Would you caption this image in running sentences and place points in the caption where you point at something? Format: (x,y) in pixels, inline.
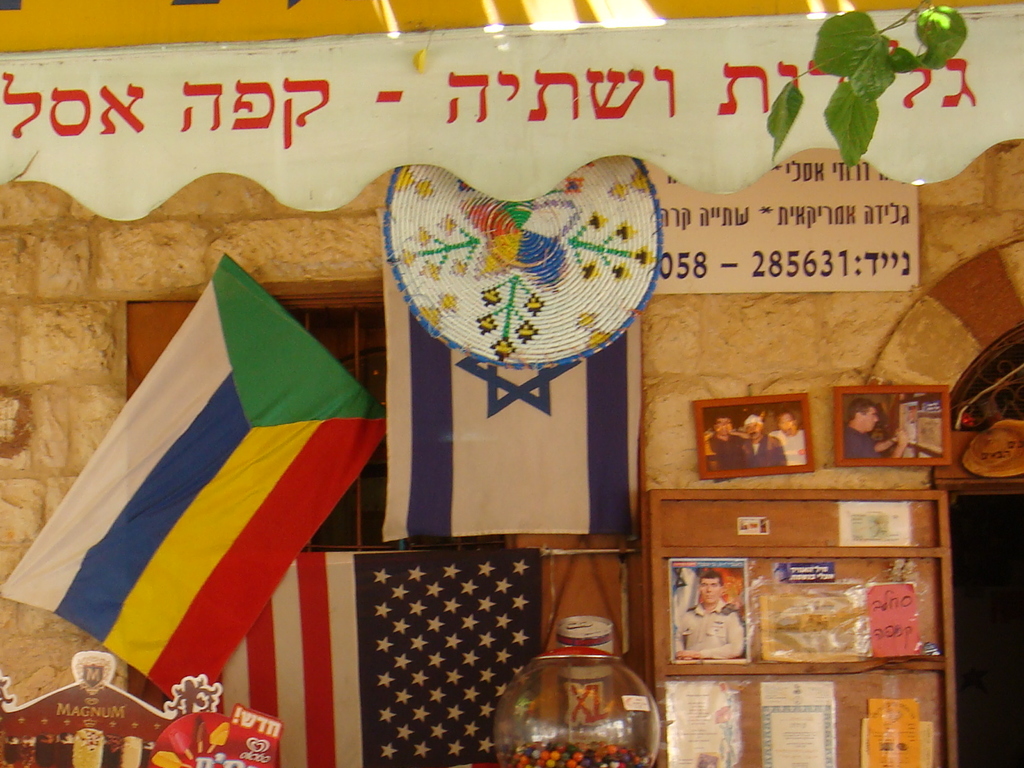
In this picture we can see photo frames (751,428) on the wall (776,364) and some posters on a wooden board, here we can see flags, leaves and some objects (1003,430).
